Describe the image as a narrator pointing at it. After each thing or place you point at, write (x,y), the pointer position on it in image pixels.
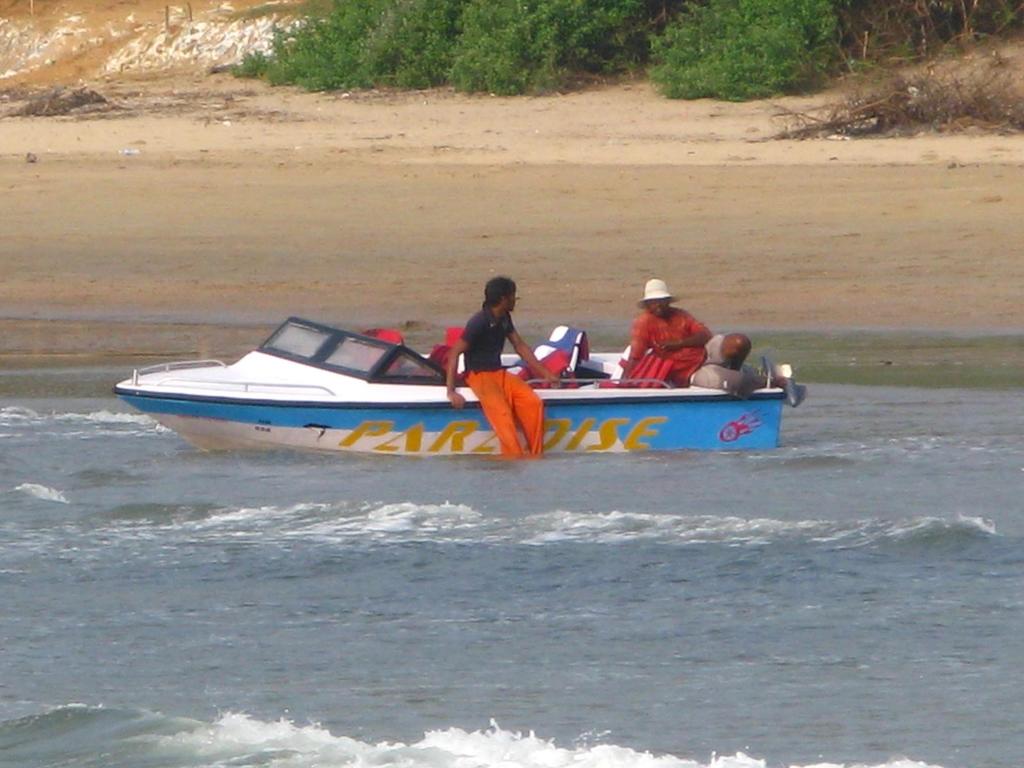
In this image at the bottom (642,570) there is a beach (567,553), and in the beach (165,463) there is a boat (600,359). And in the boat (606,365) there are some persons (490,356), and in the background (410,172) there is sand (818,274) and some trees (295,63).
